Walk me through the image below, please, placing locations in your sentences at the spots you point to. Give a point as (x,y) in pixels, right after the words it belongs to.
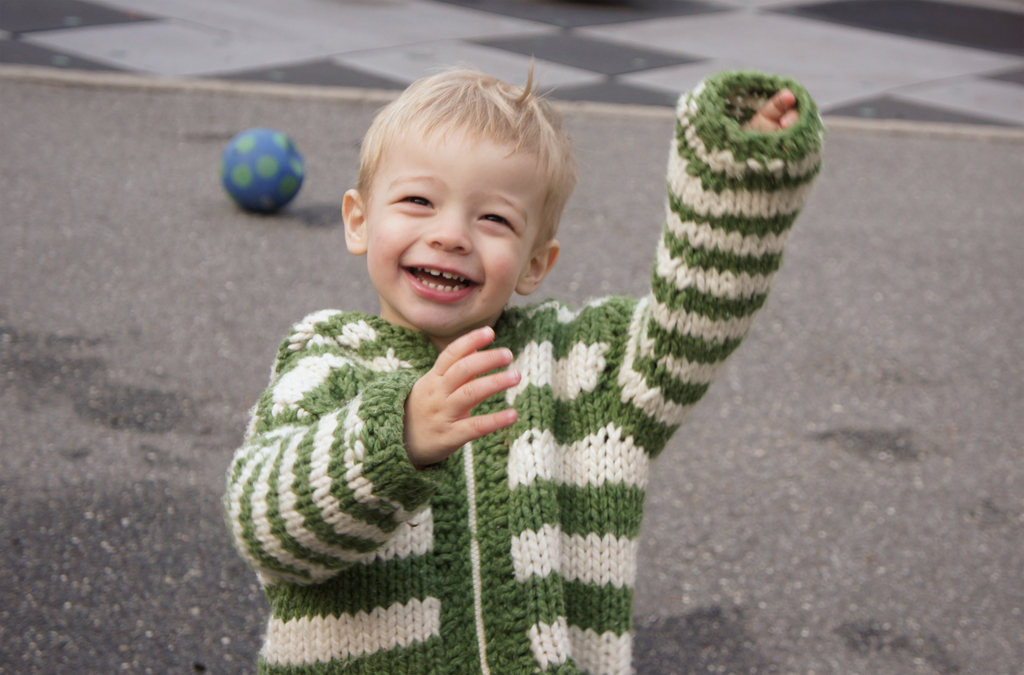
In this image we can see a kid (737,225). In the background of the image (890,128) there is the road (637,187) and a ball (275,164). At the top of the image (508,36) there is the floor (426,64).
